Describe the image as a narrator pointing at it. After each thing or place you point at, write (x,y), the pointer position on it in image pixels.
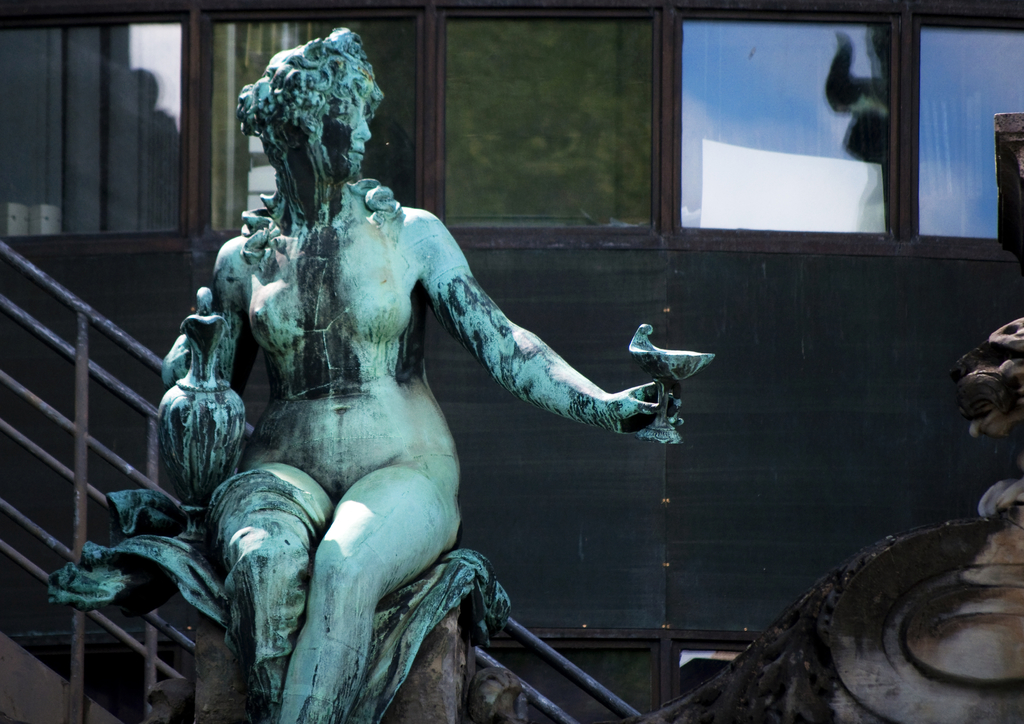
This picture is clicked outside. On the left (263,349) we can see a sculpture (349,311) of a person (360,456) holding some objects (215,364) and sitting. On the right (1009,374) we can see some other sculptures (802,636). In the background (845,57) we can see the windows (804,185) and a handrail (562,660).
